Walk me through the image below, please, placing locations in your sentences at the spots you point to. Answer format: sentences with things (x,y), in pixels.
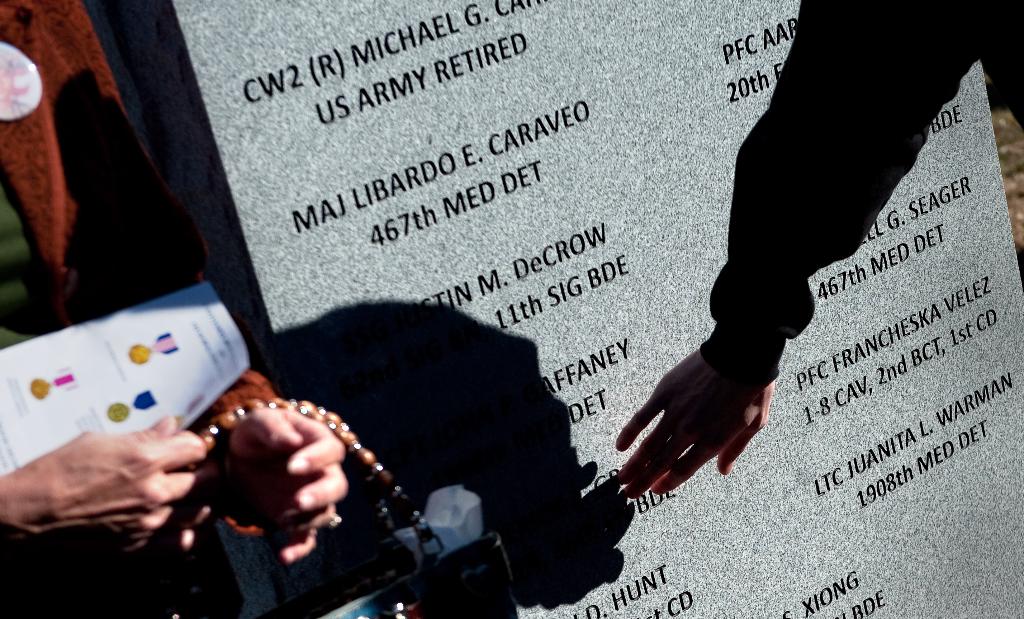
In the image we can see human hands (131,484). Here we can see a neck chain (370,453), paper (59,366) and marble stone (891,535), on it there is a text (848,355).
